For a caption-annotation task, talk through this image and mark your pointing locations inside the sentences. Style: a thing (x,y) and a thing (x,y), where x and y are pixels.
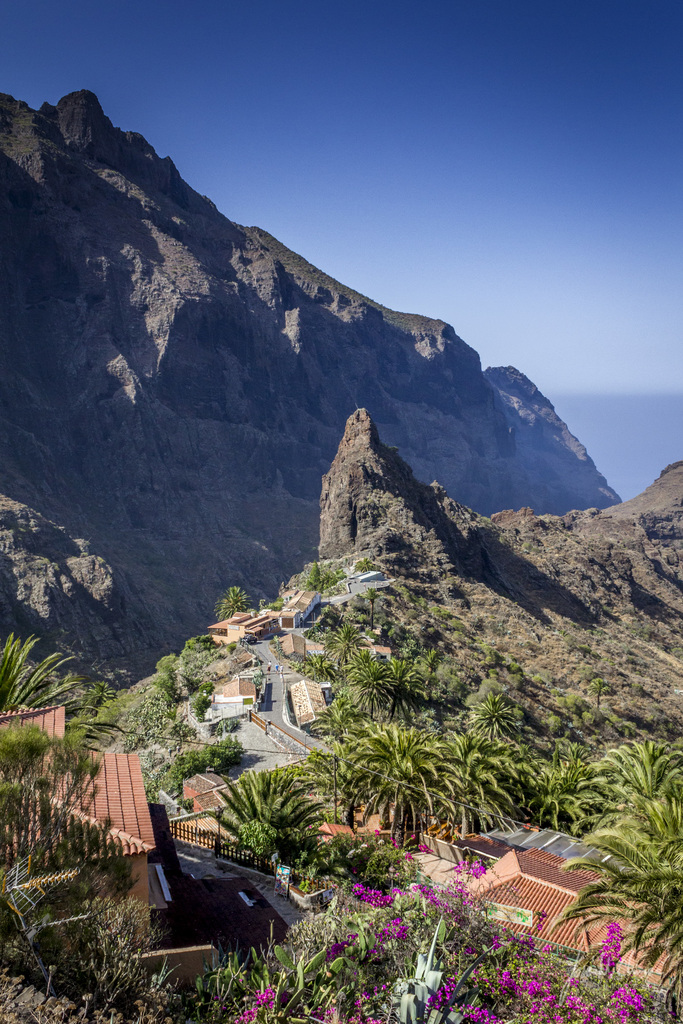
This picture is clicked outside the city. In the center (399,681) we can see the houses (512,896), trees (441,753) and the rocks (478,544). In the background (298,267) there is a hill (327,302) and the sky (346,204).
